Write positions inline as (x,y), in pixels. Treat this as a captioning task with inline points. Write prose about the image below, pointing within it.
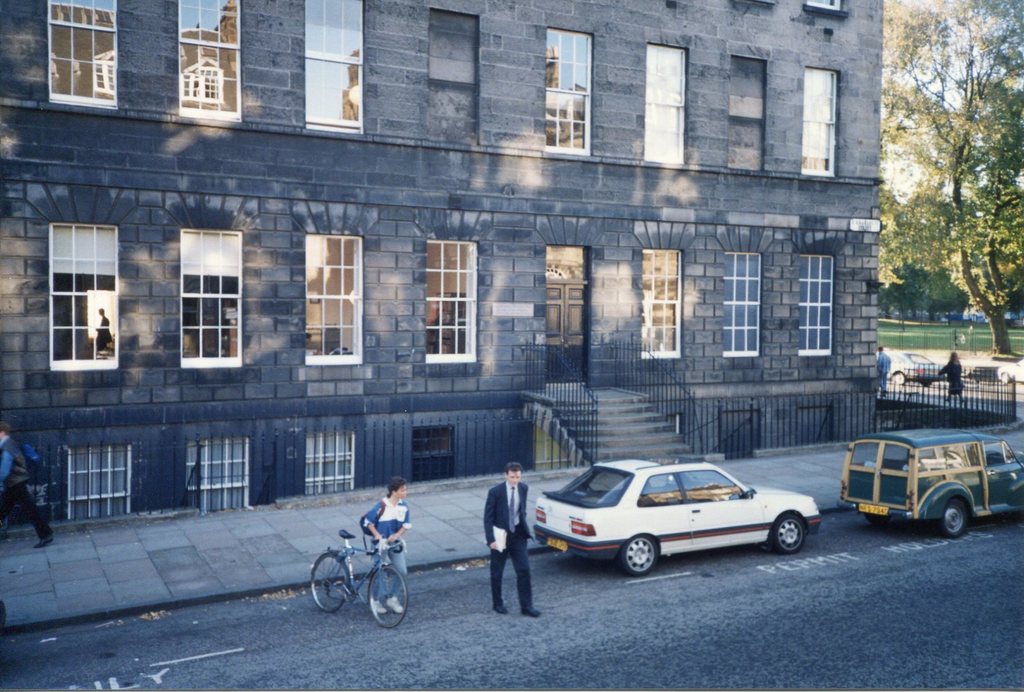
There is a road (764,592). On the road (894,578) there are vehicles (849,501), a person (519,520). Also a lady (380,529) is holding a cycle (359,554). In the back (387,153) there is a building (351,119) with windows (429,284), steps (624,399) and railings (659,407). On the right side (983,310) there is a tree (967,238), road (969,364). In front of the building (16,376) there is a sidewalk (145,534).
